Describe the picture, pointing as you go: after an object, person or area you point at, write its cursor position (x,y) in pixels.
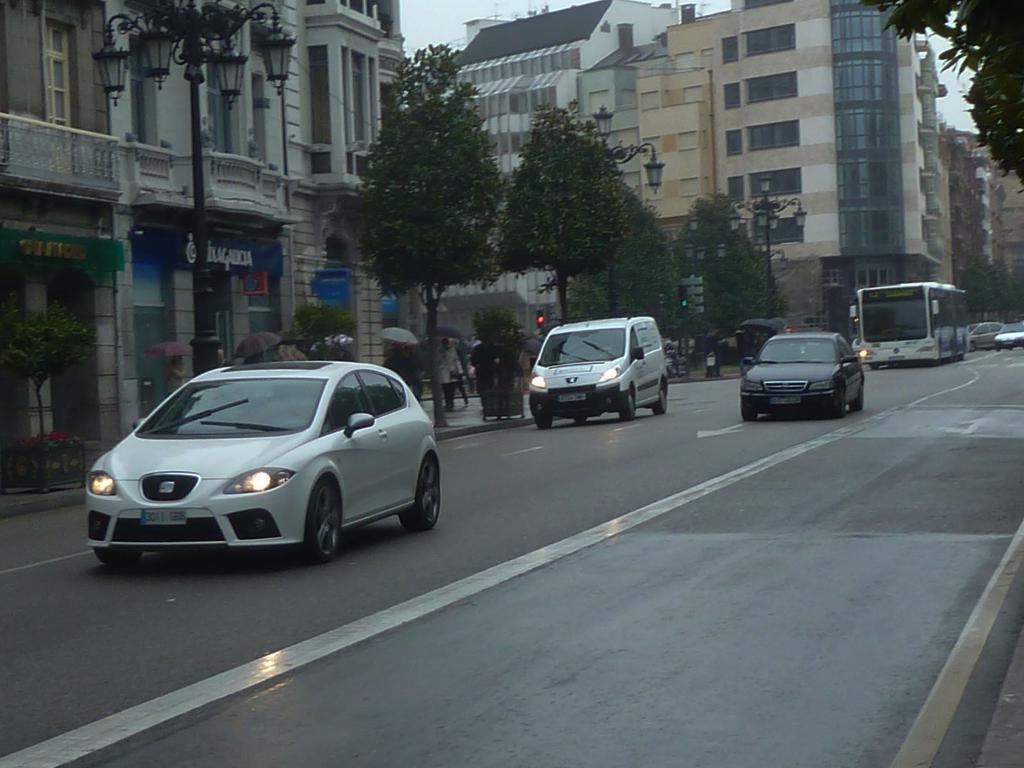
In this image I can see few buildings (679,152), windows (325,96), trees (553,262), light poles (190,9), few stores (244,266), traffic signal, few people (494,352) and few people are holding umbrellas (412,335). I can see few vehicles (383,379) on the road (659,493).
